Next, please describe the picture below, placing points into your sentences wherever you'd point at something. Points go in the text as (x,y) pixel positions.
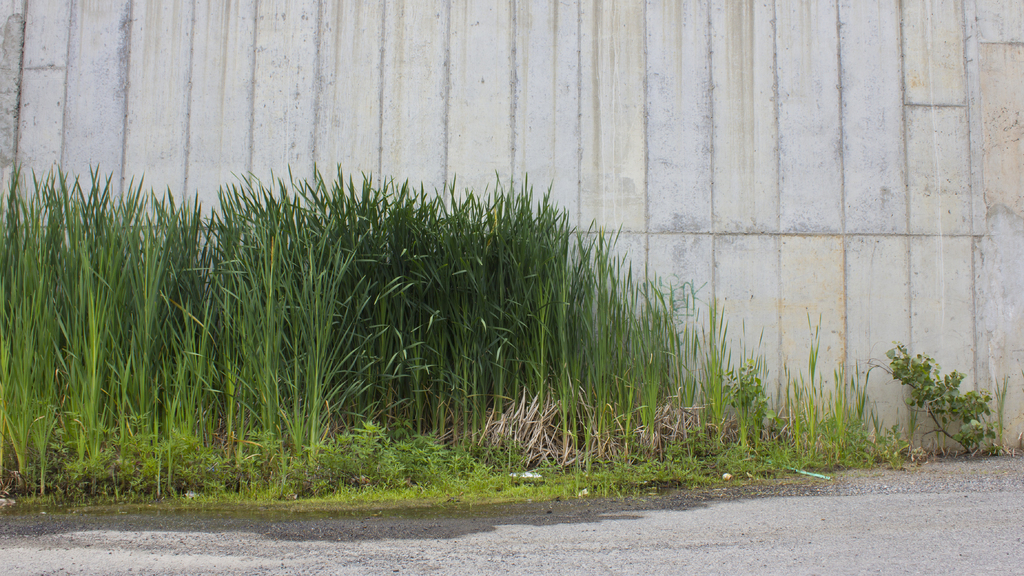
In this image I can see plants (589,464). There is a wall (953,188) at the back (835,202).
